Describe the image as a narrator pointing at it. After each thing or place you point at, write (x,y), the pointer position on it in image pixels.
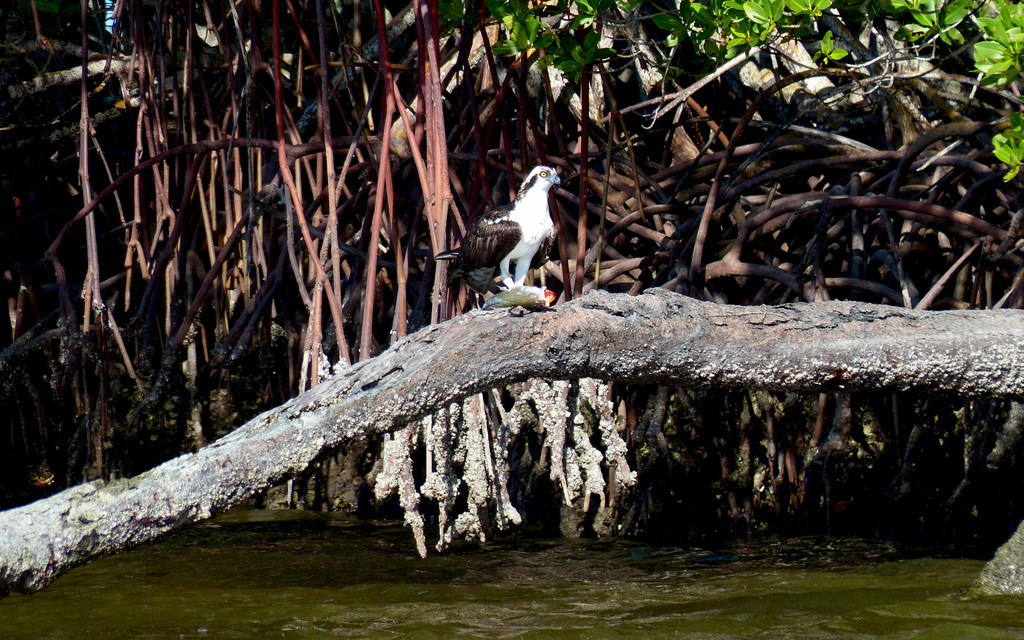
We can see a bird (526,263) on the wooden surface (521,316) and we can see water (518,546). In the background (567,271) we can see mangrove tree (111,299) and green leaves (1012,156).
